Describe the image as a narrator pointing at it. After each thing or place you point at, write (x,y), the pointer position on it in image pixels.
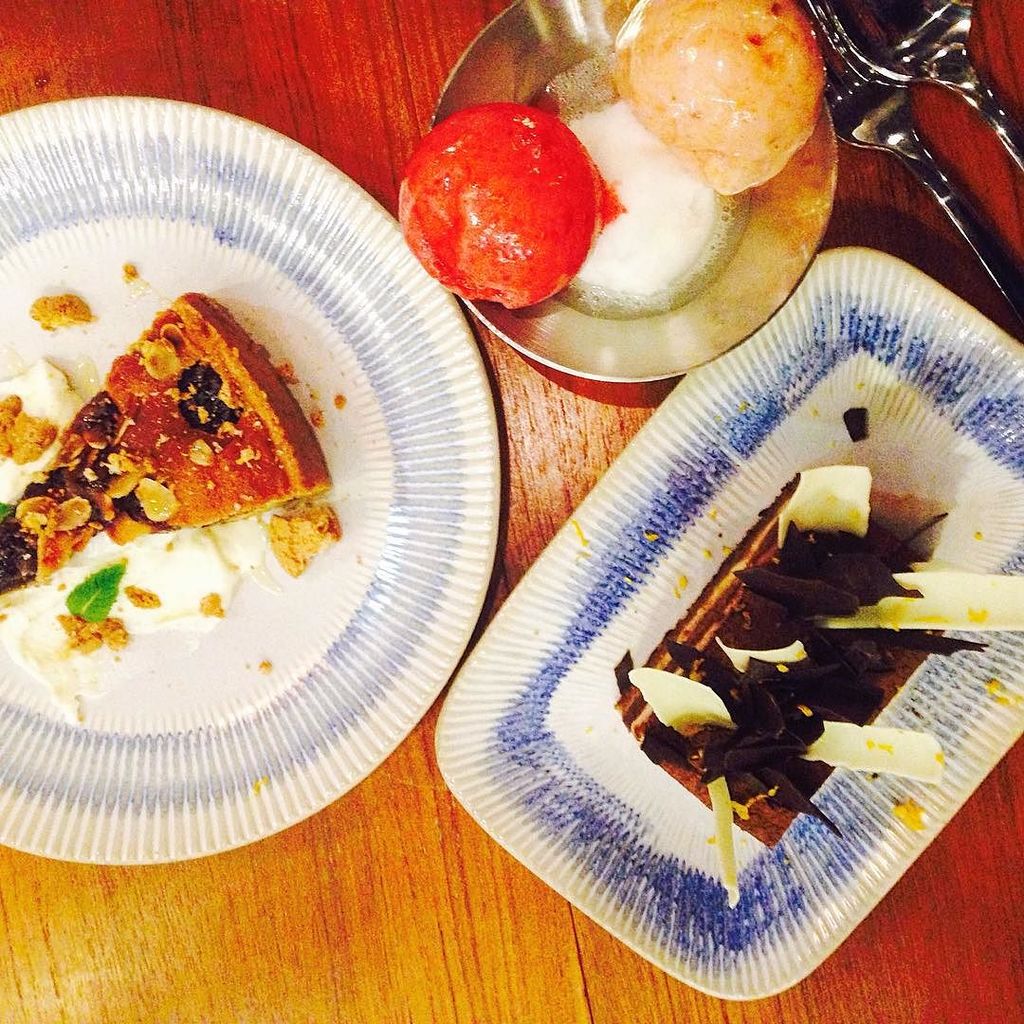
At the bottom of the image (949,947) there is a table (999,885), on the table (999,885) there are some plates (810,163). In the plates (634,643) there is food (654,74). In the top right side of the image (837,128) there is a fork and spoon (968,74).
